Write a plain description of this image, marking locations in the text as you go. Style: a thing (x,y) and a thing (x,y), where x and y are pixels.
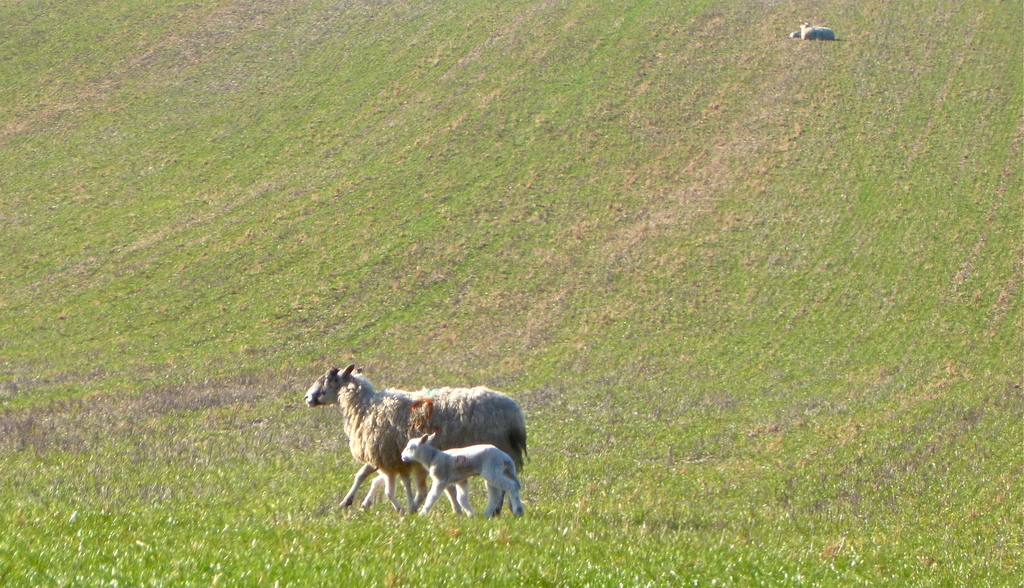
In the image on the ground (444,495) there is grass (205,570). And also there is a sheep (420,477) and lamb (450,453) standing on the ground (428,375). At the top of the image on the ground (773,40) there is an animal (817,37) sitting.
